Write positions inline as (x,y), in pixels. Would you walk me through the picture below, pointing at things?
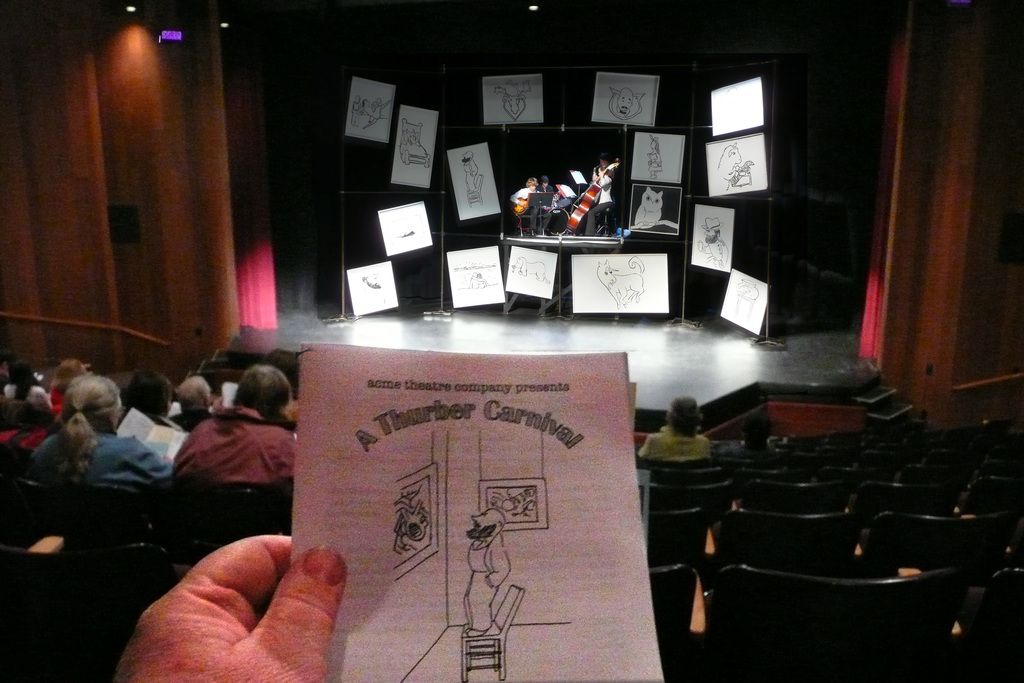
In front of the picture, we see the hand (264,586) of the person (310,572) holding the papers (389,595). Behind that, we see many people (38,382) are sitting on the chairs (102,537). On the right side (891,546), we see the empty chairs (904,587). In the middle of the picture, we see people (609,183) holding the musical instruments (552,215) and they might be playing the musical instruments (592,182). Beside them, we see white charts (495,253) or boards (622,271) with drawing (597,276) drawn on it. On either side of the picture, we see the brown walls (937,272) and red color curtains (243,310). this picture might be clicked in the concert hall (517,286).
